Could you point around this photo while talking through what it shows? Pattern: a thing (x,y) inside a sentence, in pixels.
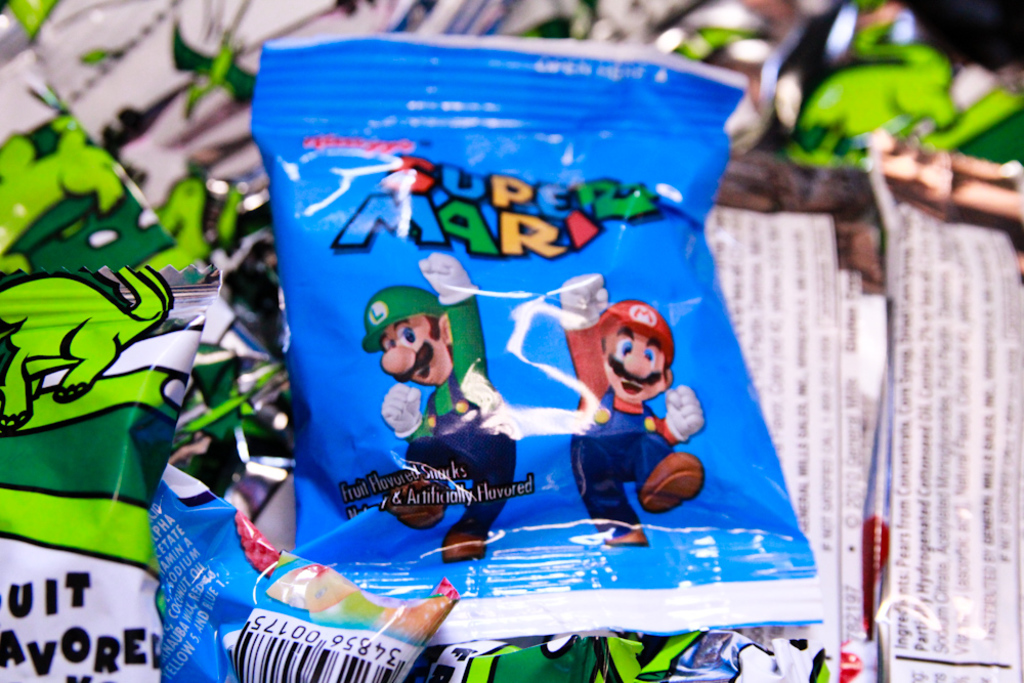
There are few packets (470,345) which are blue and green in color.
